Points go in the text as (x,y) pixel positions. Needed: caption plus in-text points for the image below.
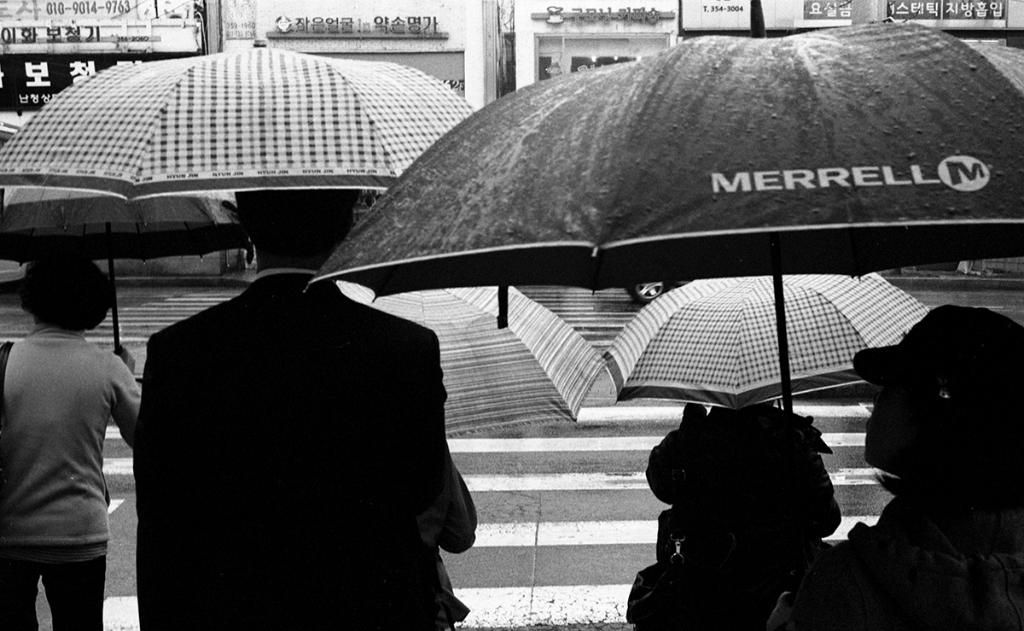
In the picture we can see some people (933,474) are standing near the road (551,531) holding some umbrellas (93,155) and opposite to them we can see some buildings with shops (674,8).
